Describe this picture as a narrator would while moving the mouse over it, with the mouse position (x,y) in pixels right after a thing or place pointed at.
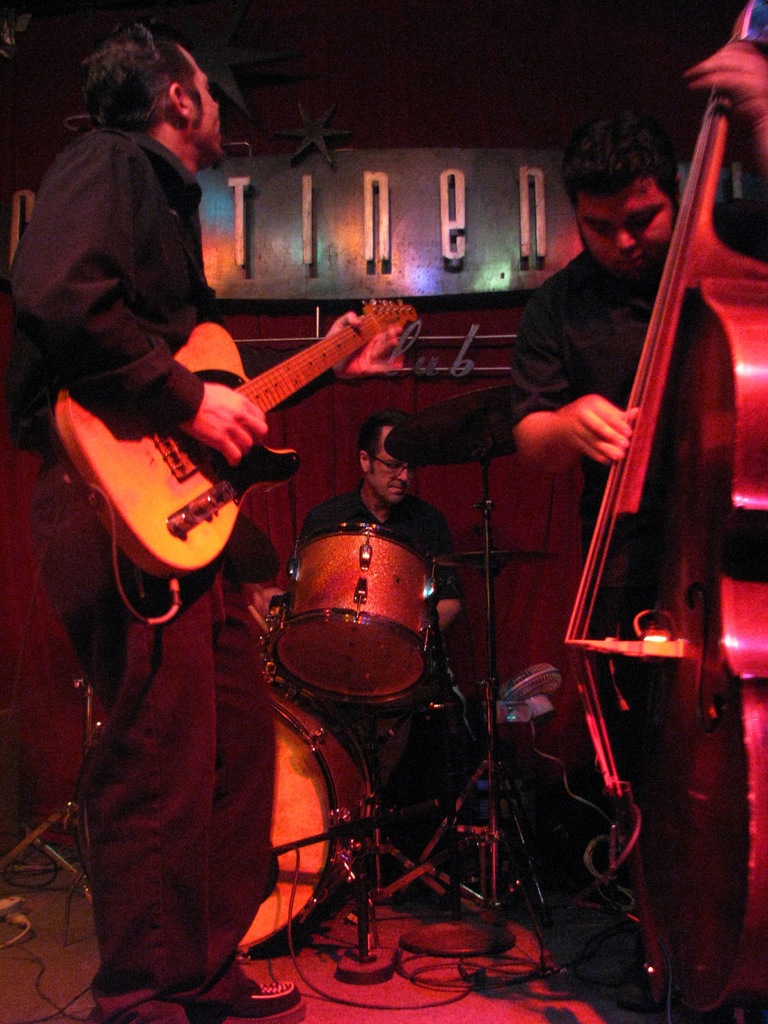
In this image I can see few people (672,223) with musical instruments (700,517).
